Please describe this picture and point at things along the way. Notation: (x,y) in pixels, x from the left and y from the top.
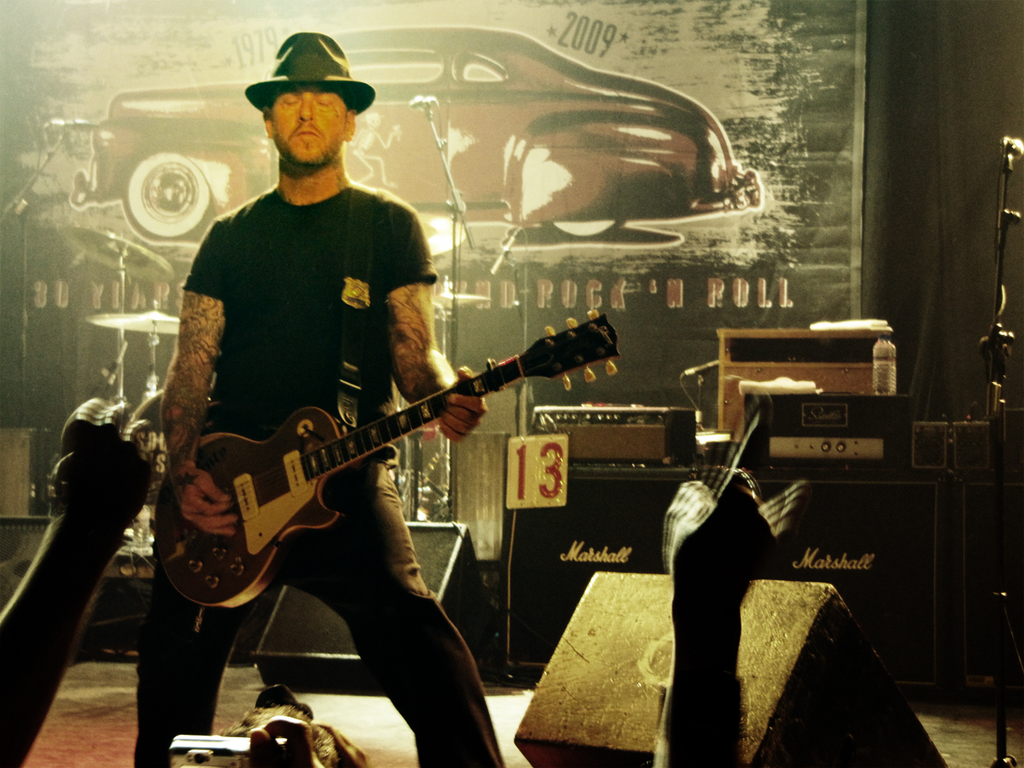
In this picture a man (291,362) is playing guitar (349,448), and also we can see musical instruments (611,429).
